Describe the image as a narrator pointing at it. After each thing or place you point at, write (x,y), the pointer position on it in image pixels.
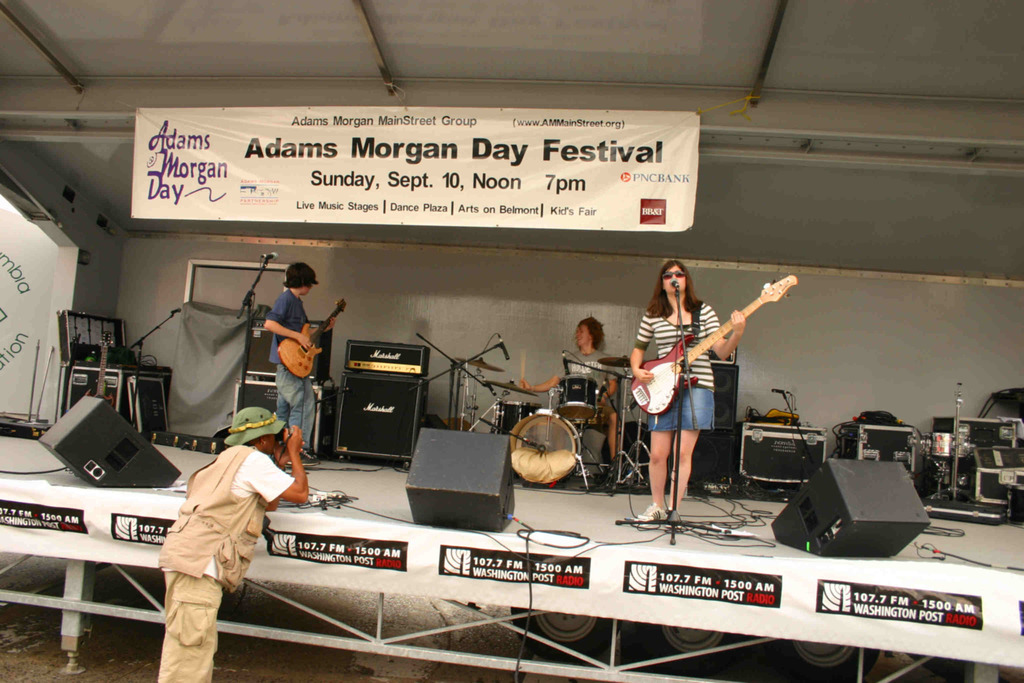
In this Image I see 4 persons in which these are standing and this person (609,385) is sitting. I can also see that this person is holding the camera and rest of them are holding the musical instruments (583,385). In the background (254,387) I see lot of equipment (584,399), a banner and the ceiling (174,55).
